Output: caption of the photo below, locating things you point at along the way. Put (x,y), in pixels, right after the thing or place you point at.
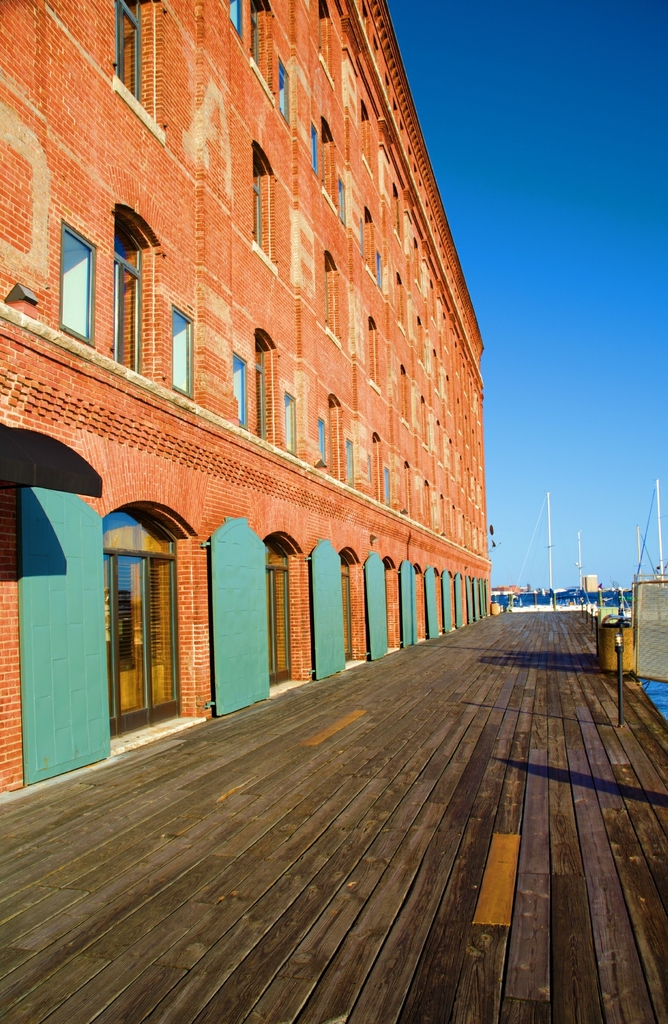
In this image on the left side (194,289) there is a building (277,561) at the bottom (456,911) there is walkway (553,876), and in the background (660,573) there are some poles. At the top of the image (544,176) there is sky (568,344).
